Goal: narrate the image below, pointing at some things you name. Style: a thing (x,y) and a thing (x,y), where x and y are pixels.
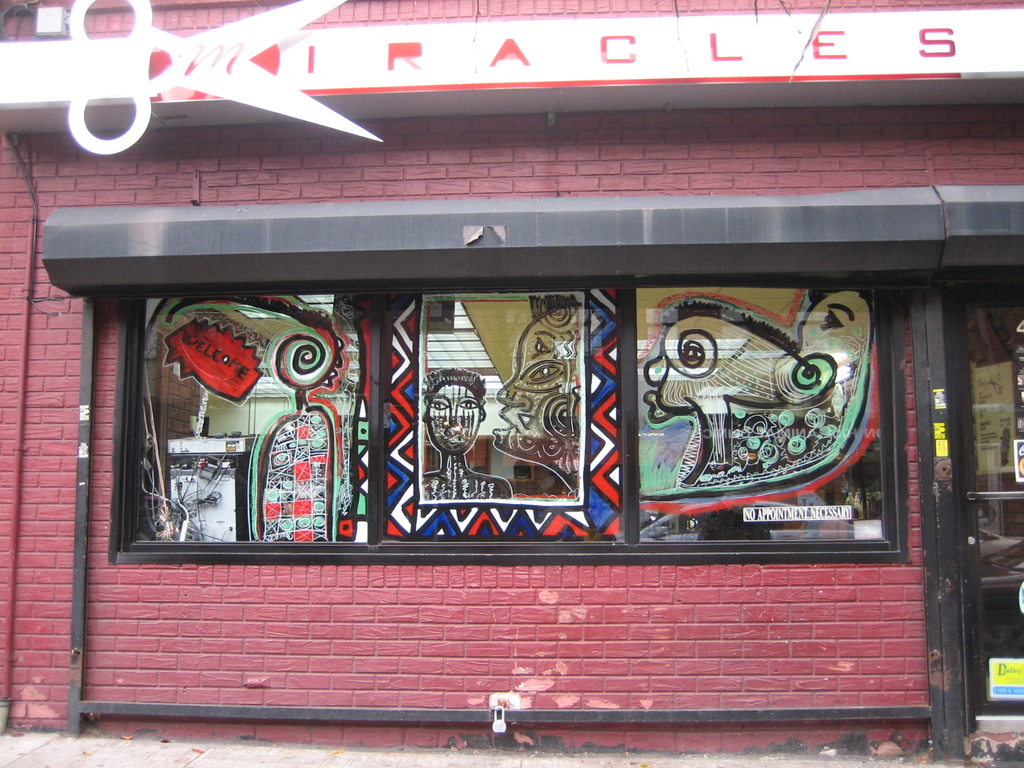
In this image I can see a red color wall (326,627) along with the window glass (498,355). On the glass (321,413), I can see some paintings (362,447). On the right side (979,423) there is a door (982,506). At the top (615,102) there is a board (481,55) on which I can see some text (628,60).
